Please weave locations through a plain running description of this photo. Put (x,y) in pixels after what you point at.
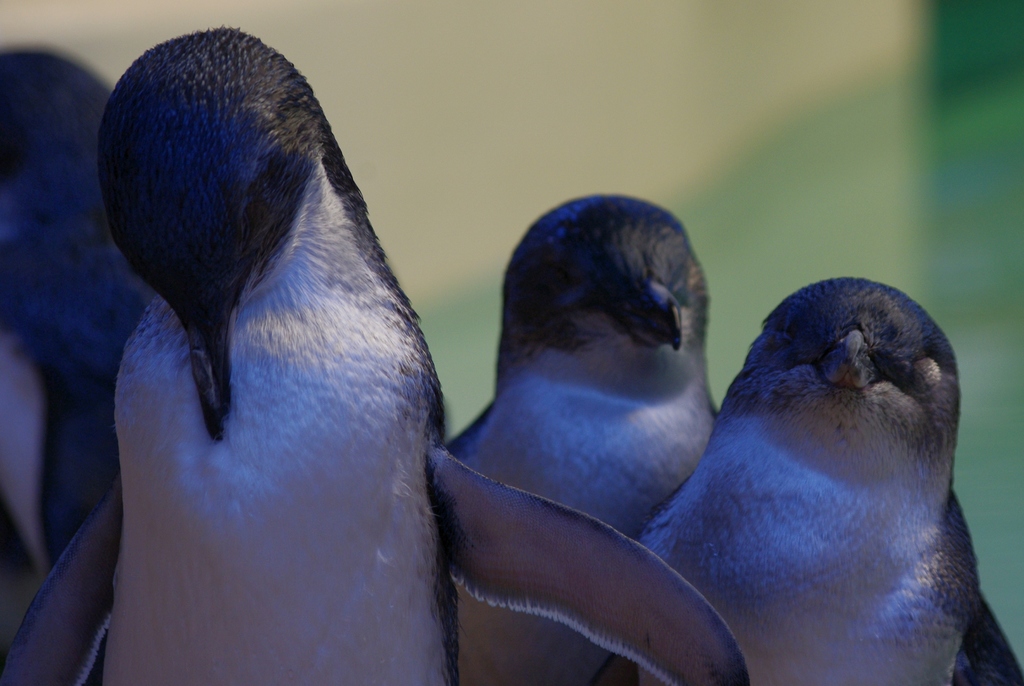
This image is taken outdoors. In this image the background (459,338) is a little blurred. In the middle of the image (661,313) there are four penguins (520,500).
